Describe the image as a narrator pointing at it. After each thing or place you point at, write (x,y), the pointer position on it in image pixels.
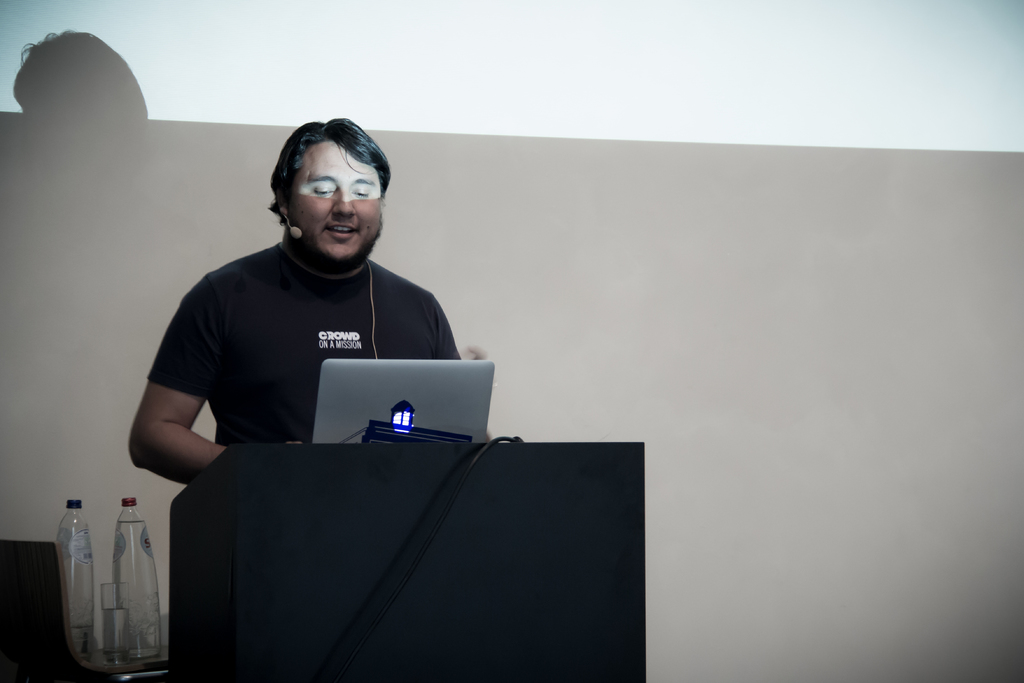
In this picture a man (296,309) in black t-shirt (325,316) is looking into the laptop (386,384) and talking something through the microphone (295,232) standing in front of a podium (369,566). On the left (134,579) there are two water bottles (75,538) and a glass (117,619) along with a chair (40,601). In the background (584,98) there is a wall (796,525) painted in white color.
